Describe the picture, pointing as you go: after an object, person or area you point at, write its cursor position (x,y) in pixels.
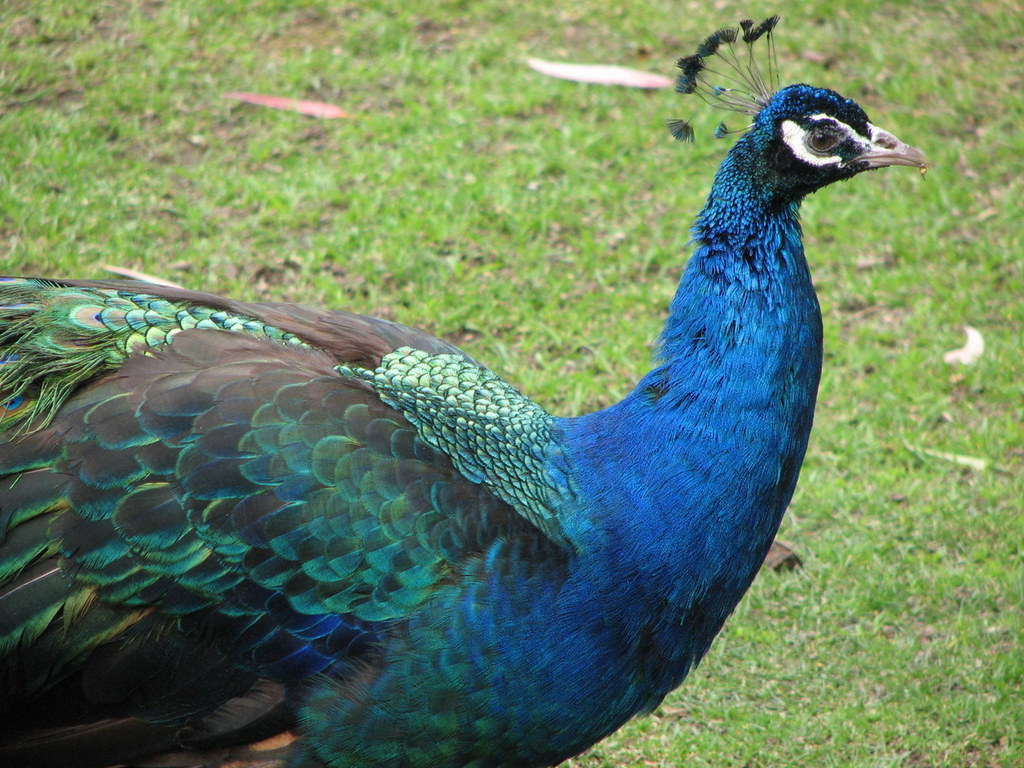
In this image, we can see a peacock (576,465). In the background (592,320), we can see a grass (982,696).
